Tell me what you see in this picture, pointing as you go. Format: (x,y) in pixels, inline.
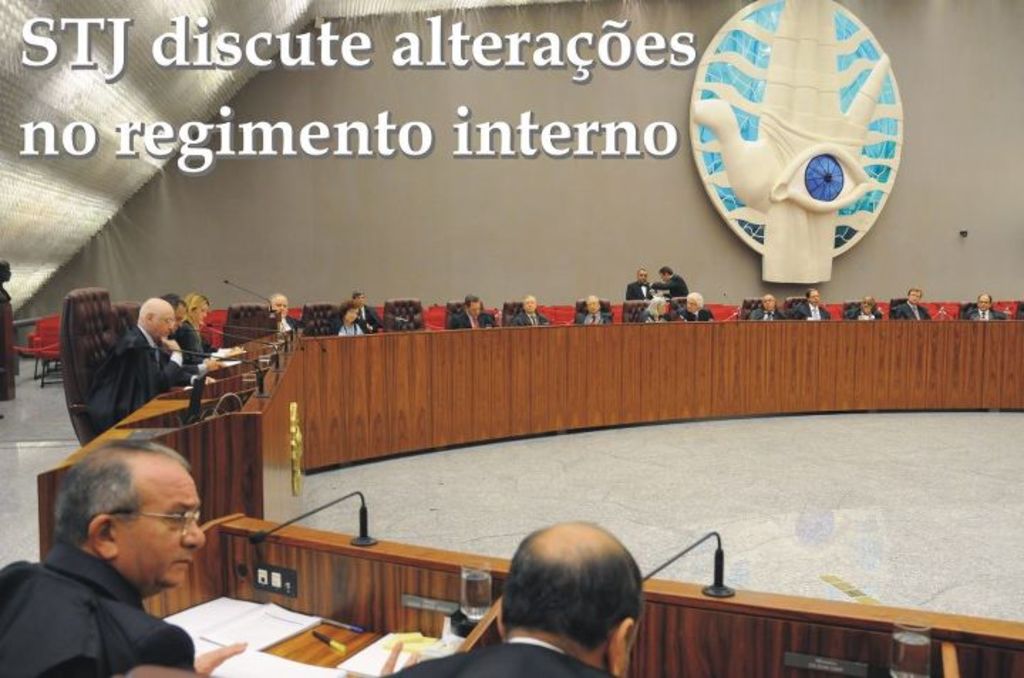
In this image we can see men (596,565) sitting on the chairs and podiums (365,566) are placed in front of them. To the podium (416,586) mics (260,536) are attached and we can also see glass tumblers (469,609), papers (309,621), stationery (341,642) and switches (292,582).
